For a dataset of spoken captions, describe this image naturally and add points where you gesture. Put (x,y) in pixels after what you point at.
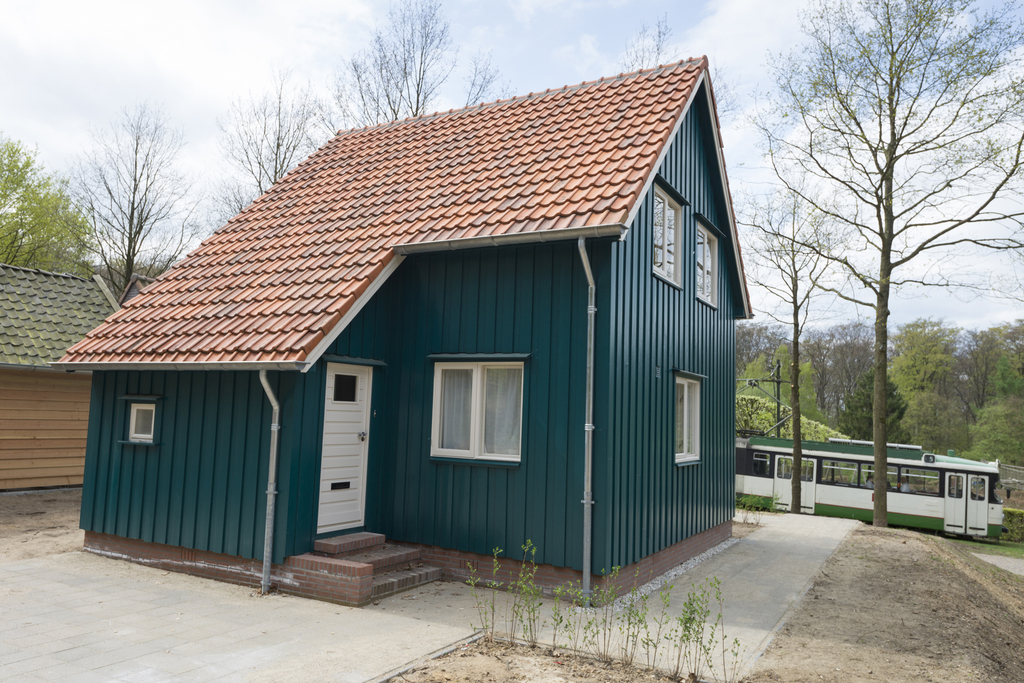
In this image in the center (425,390) there is home (487,397). In the background (830,466) there is tram (828,476) and there are trees (40,264) and the sky (251,13) is cloudy. On the left side (62,347) there is hut (25,384).
